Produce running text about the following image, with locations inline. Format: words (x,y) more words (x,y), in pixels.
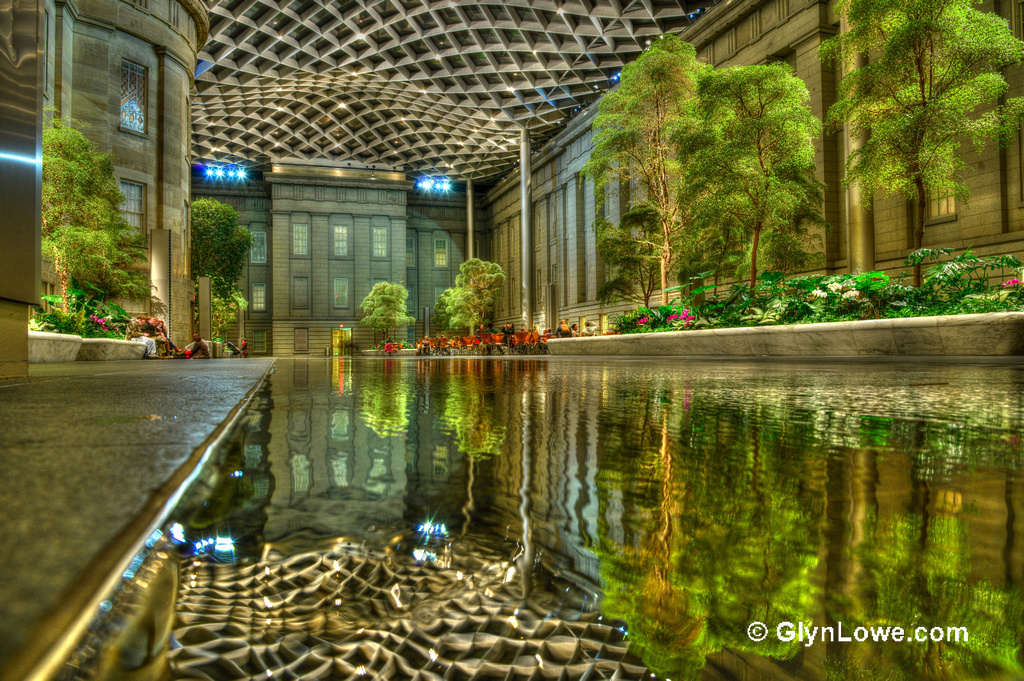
In this picture, it seems like a poster (501,243) where, we can see water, buildings (546,254), trees (485,261) and a roof (355,118).
